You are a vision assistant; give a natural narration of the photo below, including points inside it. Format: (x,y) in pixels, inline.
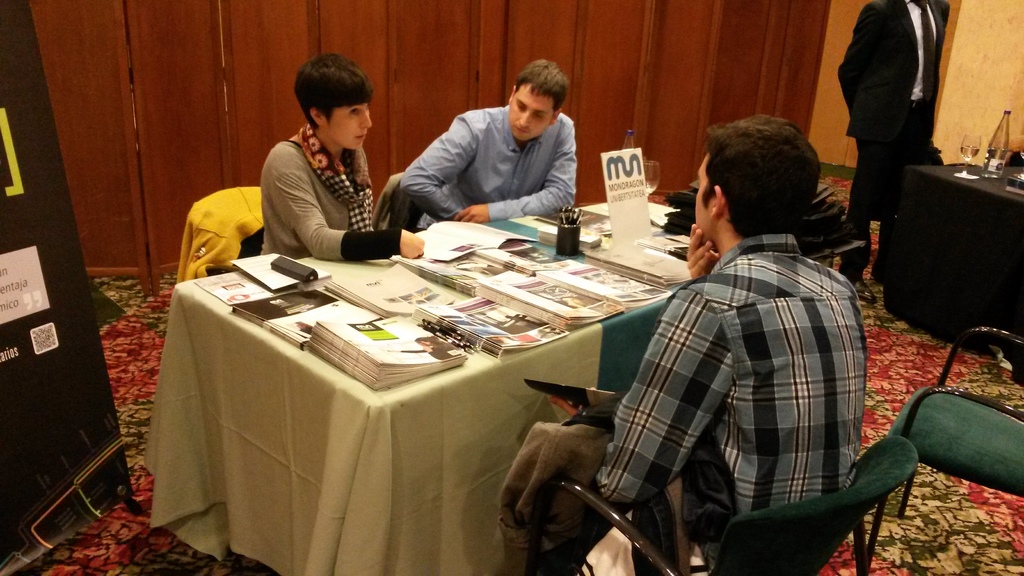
In this image I can see few people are sitting on chairs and a person (932,6) is standing. Here on this table (452,269) I can see number of books (452,269) and a glass (650,184) and a bottle (634,144).
